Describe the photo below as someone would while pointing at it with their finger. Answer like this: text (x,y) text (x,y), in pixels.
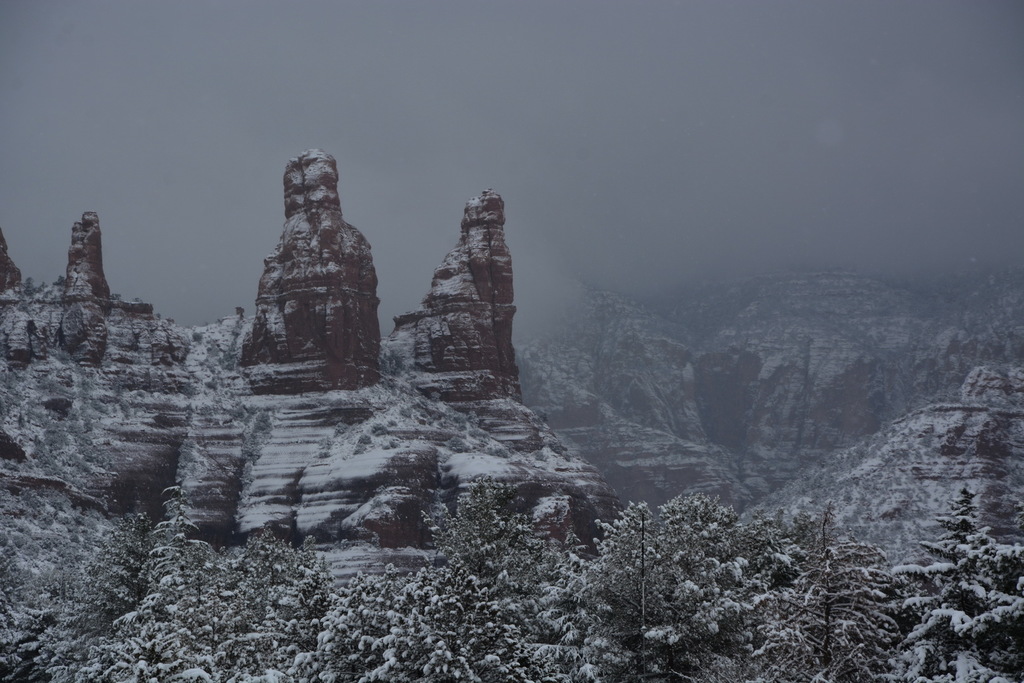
In the picture there are trees (647,521) and rocks (552,360) covered with the snow (647,536).
